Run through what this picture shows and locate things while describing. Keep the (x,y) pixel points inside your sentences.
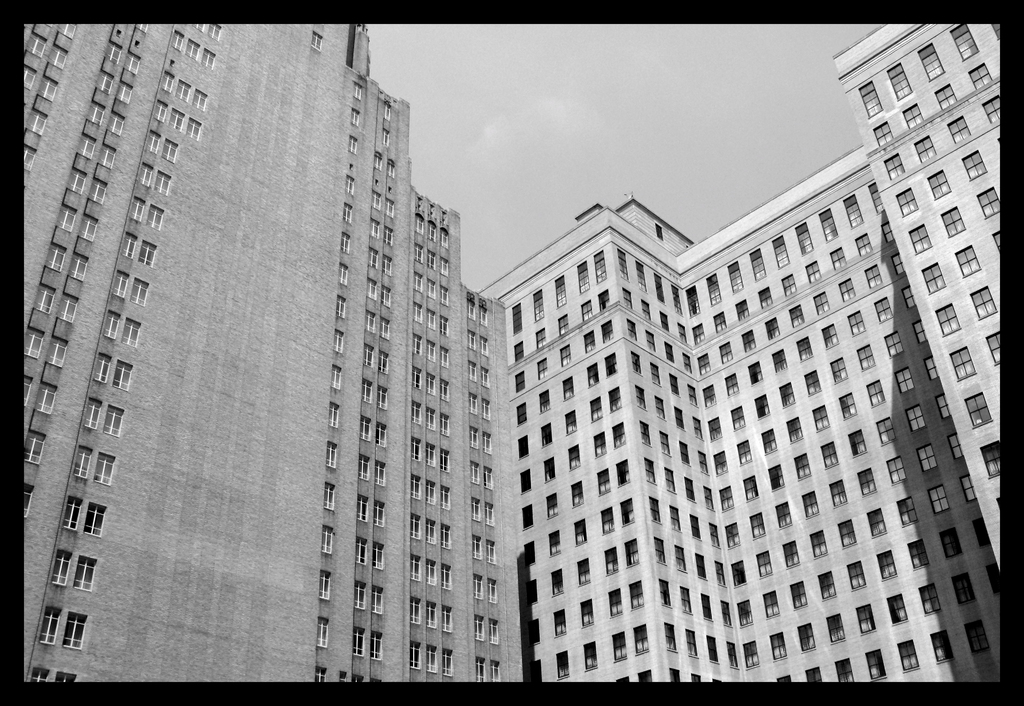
It is an edited black and white image, there are two tall buildings (493,355) and there are a lot of windows (696,419) visible in the image.
